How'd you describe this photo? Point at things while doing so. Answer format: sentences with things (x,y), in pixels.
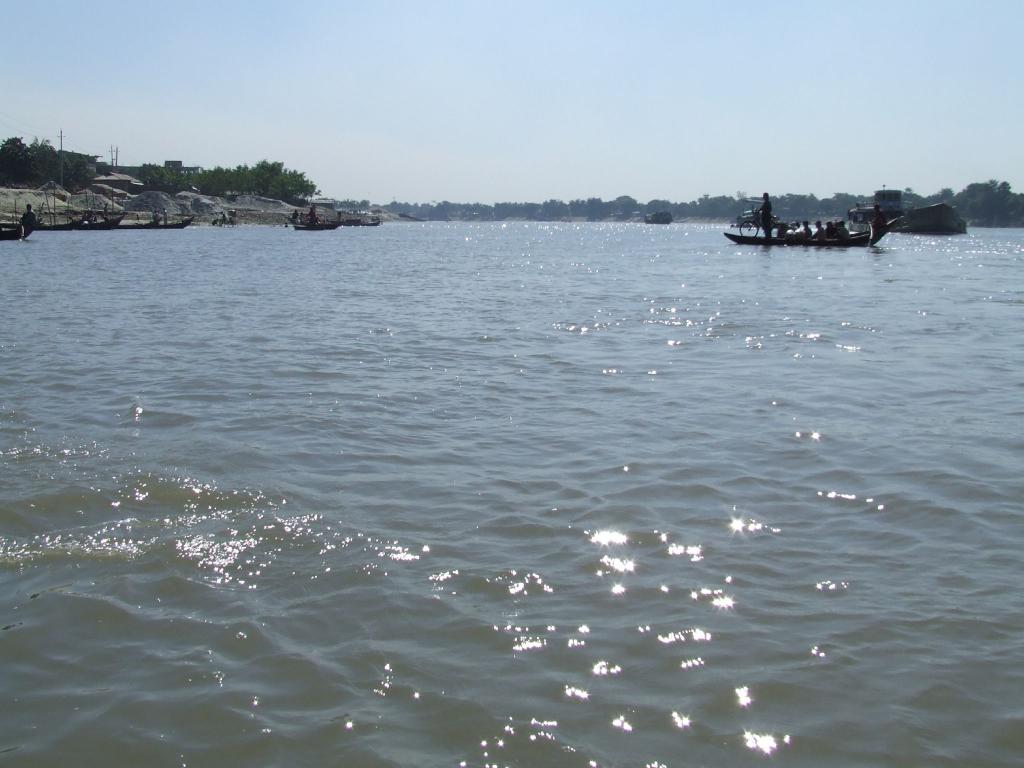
In this image we can see a river (274,298), there are people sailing the boats (56,225), we can see few rock mountains (128,210) and trees (235,181), in the background (477,188) we can see the sky (711,169).
